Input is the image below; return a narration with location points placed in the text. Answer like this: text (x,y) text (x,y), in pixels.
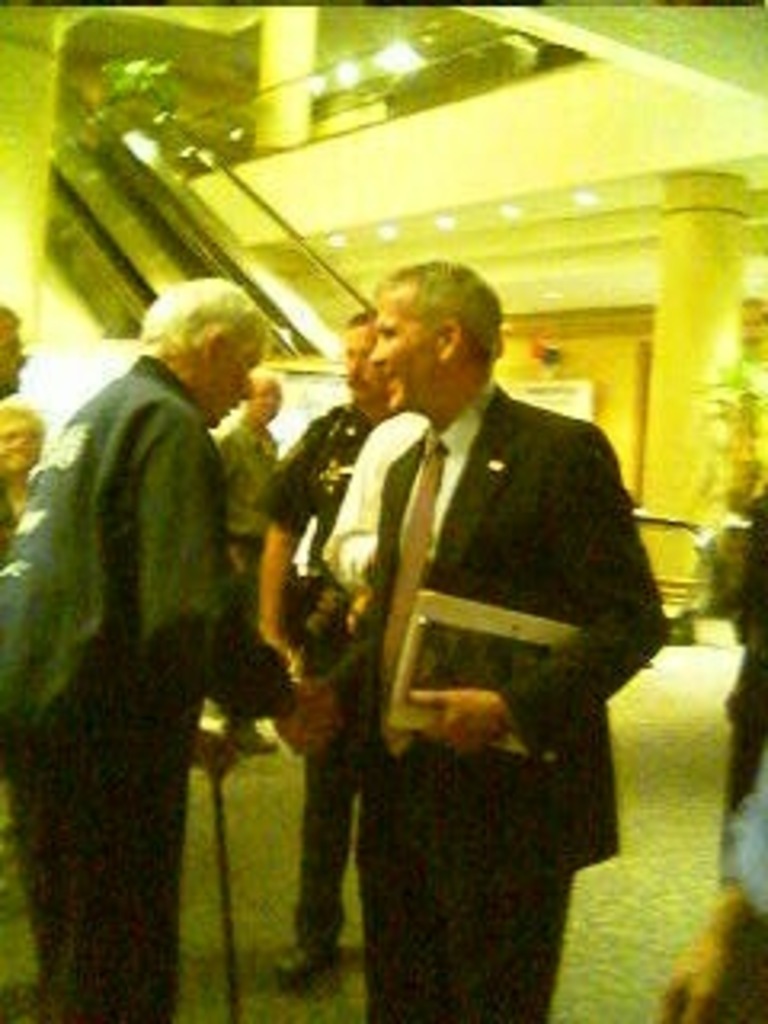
In this picture we can see 2 people (156,478) standing and shaking hands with each other. In the background (1,314) there are other people (5,359) standing.
